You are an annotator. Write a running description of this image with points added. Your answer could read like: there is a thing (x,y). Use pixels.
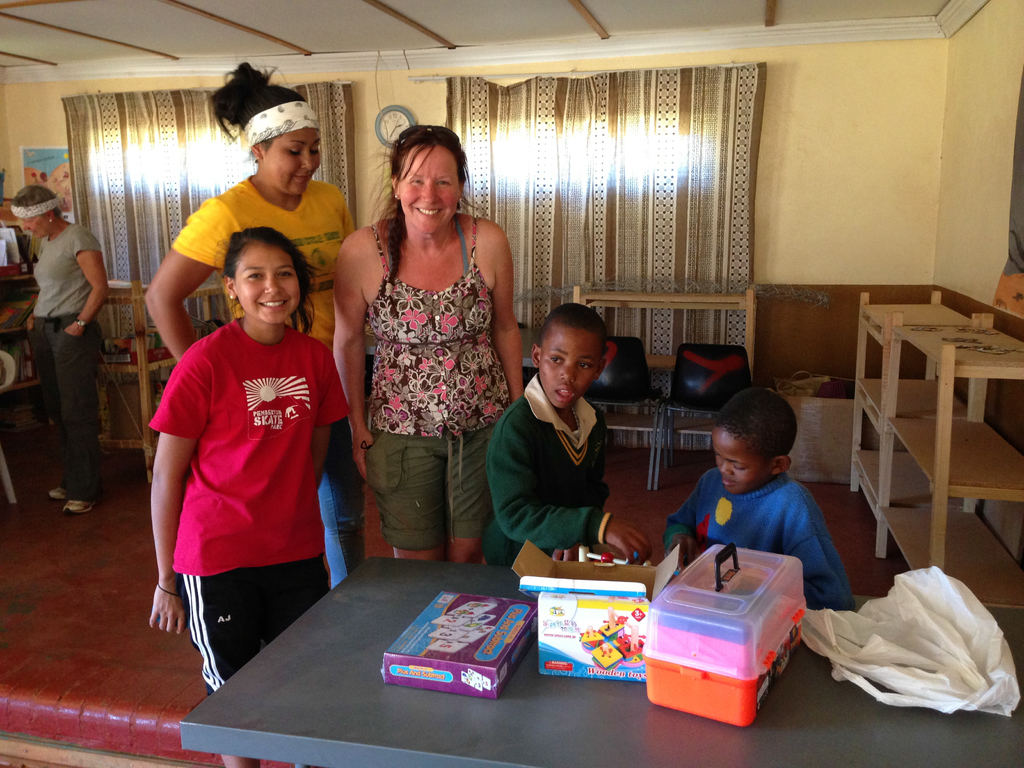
There are three members (262,269) standing here. There are two boys (559,470) here. Three of them (366,422) were women (289,427) and two of them (542,431) were boys (560,447) standing in front of a table (340,634) on which some boxes (471,643) and covers (930,664) were placed. In the background (576,170) there is a curtain (351,132) and a wall clock (386,120) attached to the wall (373,98) here.
